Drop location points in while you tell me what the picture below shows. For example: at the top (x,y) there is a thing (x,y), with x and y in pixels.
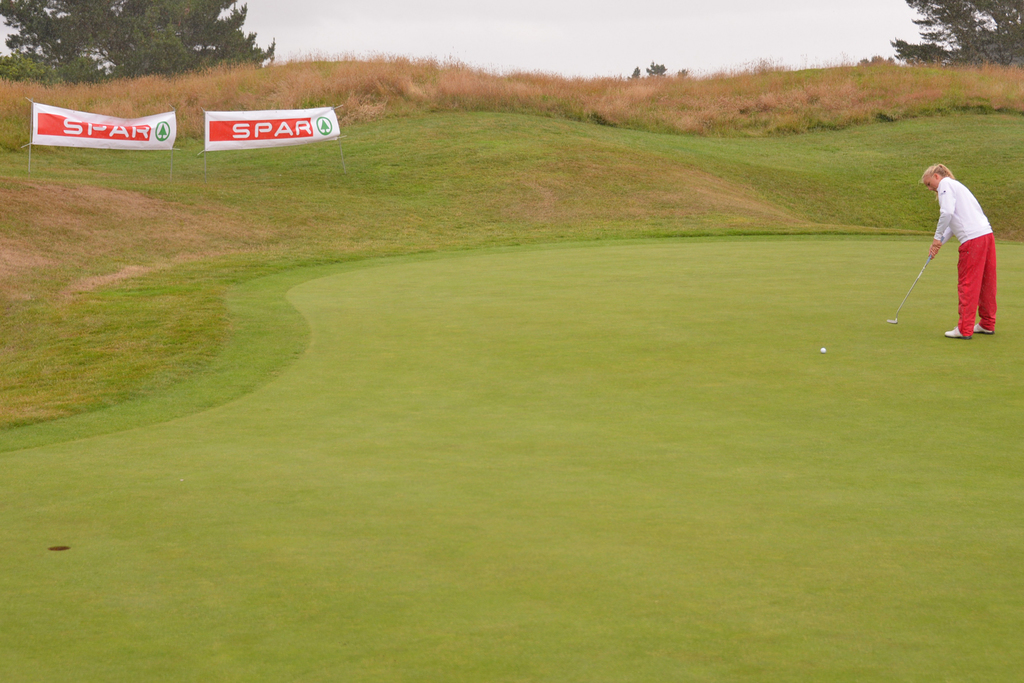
In this image there is one person (974,270) standing on the right side of this image (969,296) and holding a golf bat (914,284). There is a ground (545,341) in the bottom of this image (419,616). There is a white color ball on the right side of this image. There are two boards (240,136) in white color on the left side of this image (215,139). There is a tree (143,26) on the top left corner of this image (161,35) and top right corner of this image (944,51) as well. There is a sky (541,23) on the top of this image (484,44).
